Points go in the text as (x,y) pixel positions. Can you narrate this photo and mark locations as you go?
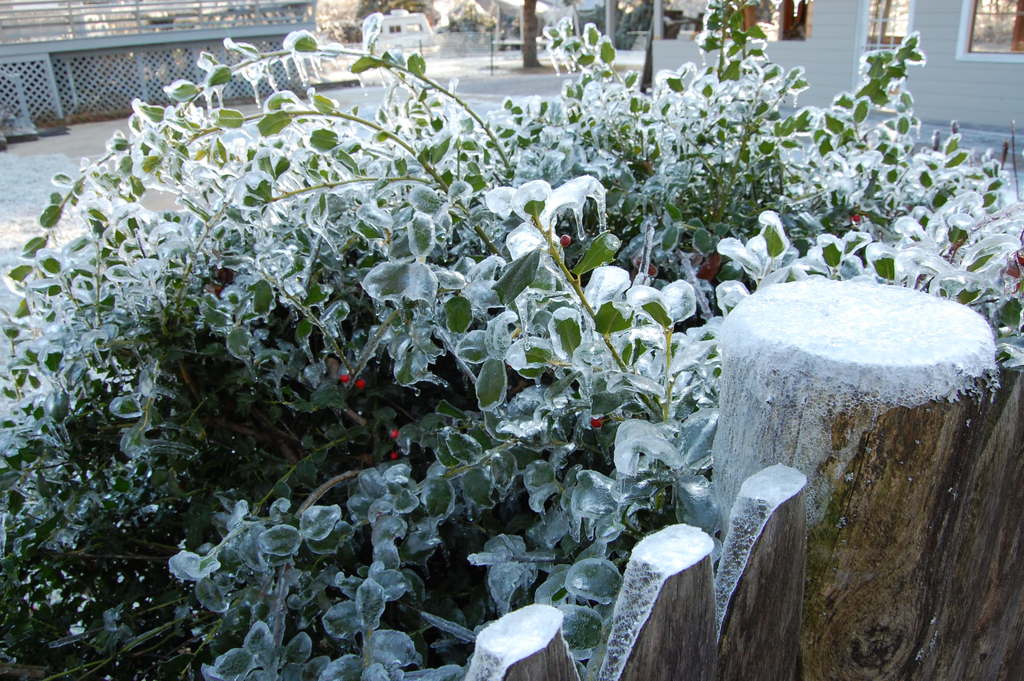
In this image I can see a huge wooden log (833,565) and few plants (539,446). I can see ice (467,278) on the plants (573,222). In the background (855,41) I can see the building (824,45), the railing (139,26) and few trees (482,17).
